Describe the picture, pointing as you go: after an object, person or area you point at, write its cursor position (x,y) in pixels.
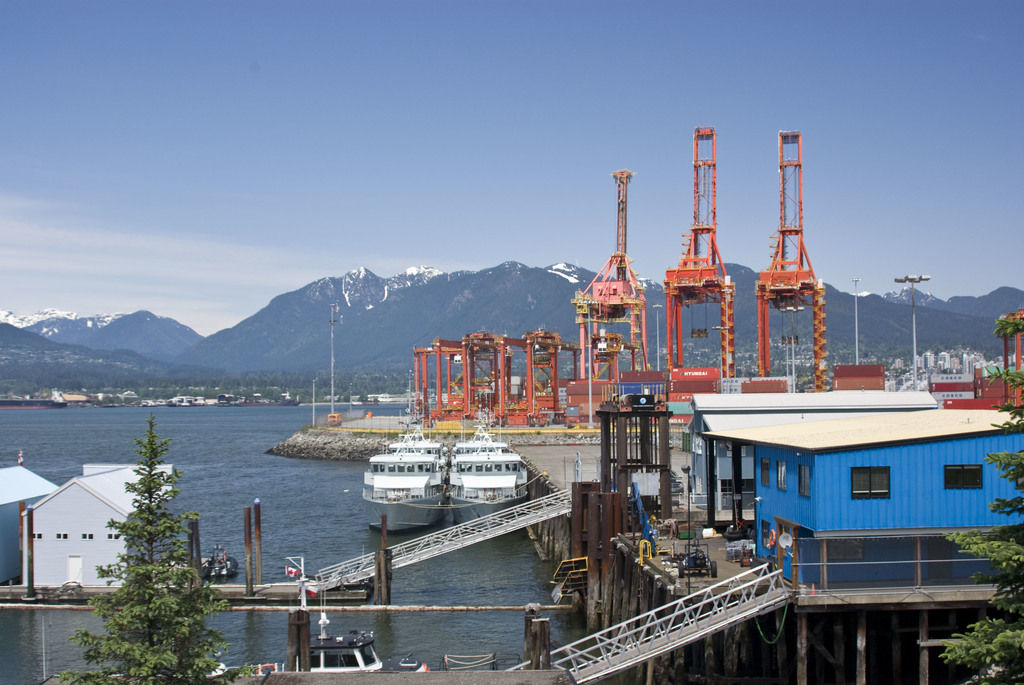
In this image there is the sky (487,125) towards the top of the image (393,110), there are mountains (528,303), there are poles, there are lights (899,280), there are objects (482,379) that are used for construction, there are buildings (924,401) towards the right of the image (947,463), there are doors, there is a tree (976,553) towards the right of the image (1005,547), there is a tree (144,549) towards the bottom of the image (162,549), there are ships (494,478), there is water (92,425) towards the left of the image (80,421), there are buildings (55,515) towards the left of the image (146,501).
